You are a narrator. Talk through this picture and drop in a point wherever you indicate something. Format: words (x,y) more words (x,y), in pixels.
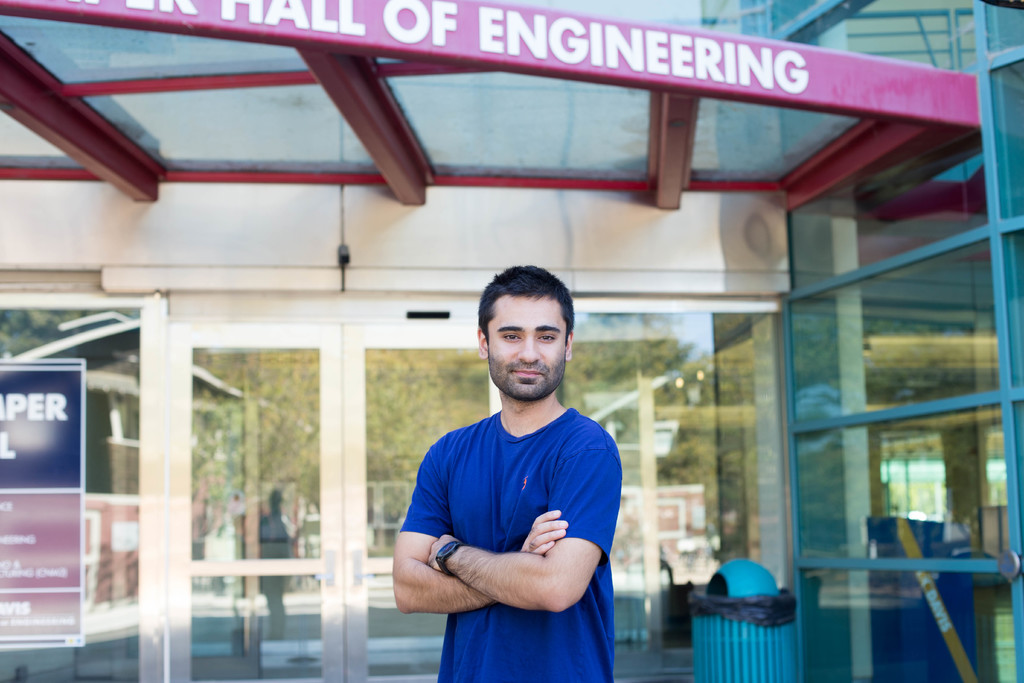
In this image we can see a person (567,489) standing, behind him we can see a building (313,357) with some doors (606,384) and text (793,75), also we can see some trees (701,408), a poster (57,541) with some text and an object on the floor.
